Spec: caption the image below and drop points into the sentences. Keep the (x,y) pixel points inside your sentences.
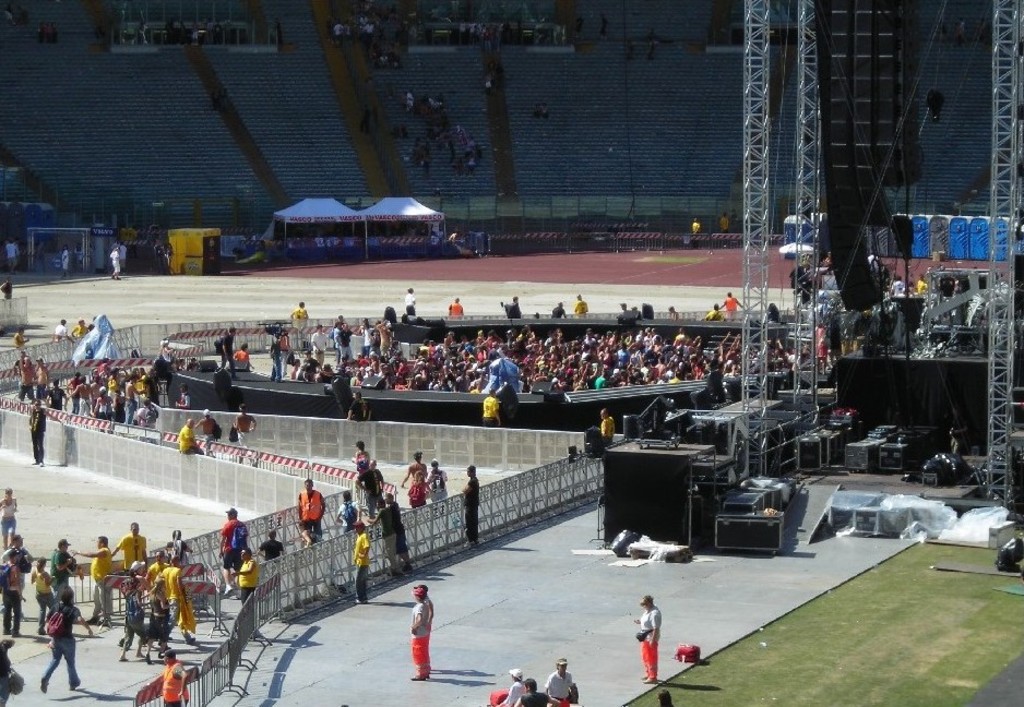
This is an outside view. In this image, I can see a crowd of people (531,360) on the ground (111,516). On the left side (326,565) there is a railing (497,514). In the bottom right-hand corner (858,662), I can see the grass (932,679). On the right side (1000,325) there are few metal stands (744,212) and it seems to be a stage (875,367). In this many objects (889,303) are placed. In the background (386,226) there are few tents (302,215) and also many chairs (340,183) it seems to be a stadium (530,208).
